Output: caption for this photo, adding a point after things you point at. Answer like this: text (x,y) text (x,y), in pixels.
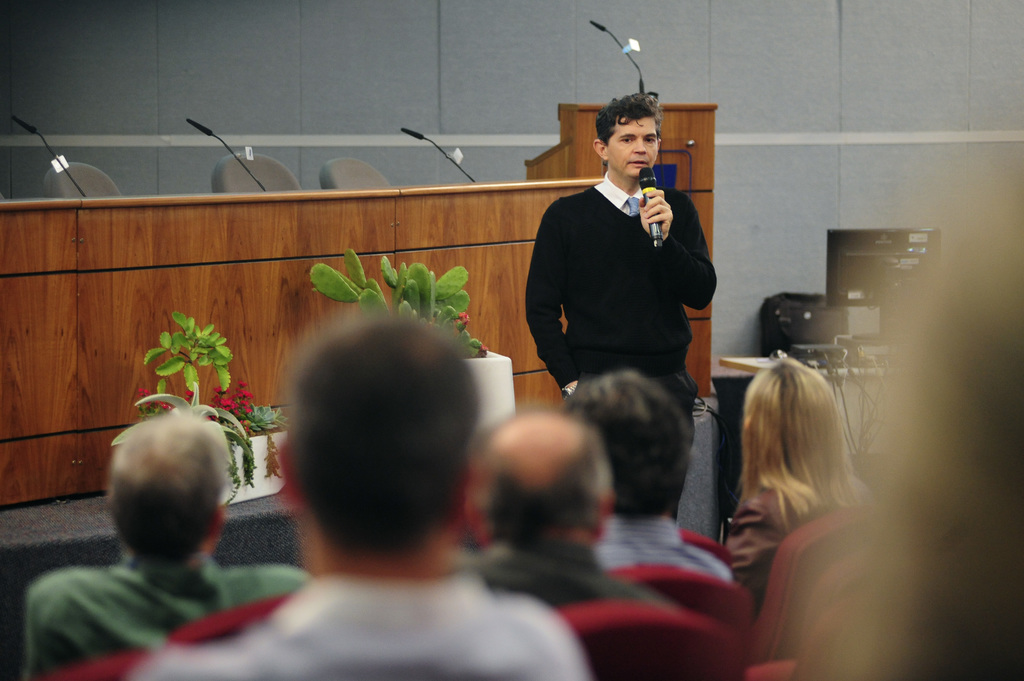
In this image I can see a person (597,302) standing. In the background (425,235) there is a wooden table (445,237). Behind the person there are few plants (440,320). At the bottom (635,559) I can see some people (570,645).
